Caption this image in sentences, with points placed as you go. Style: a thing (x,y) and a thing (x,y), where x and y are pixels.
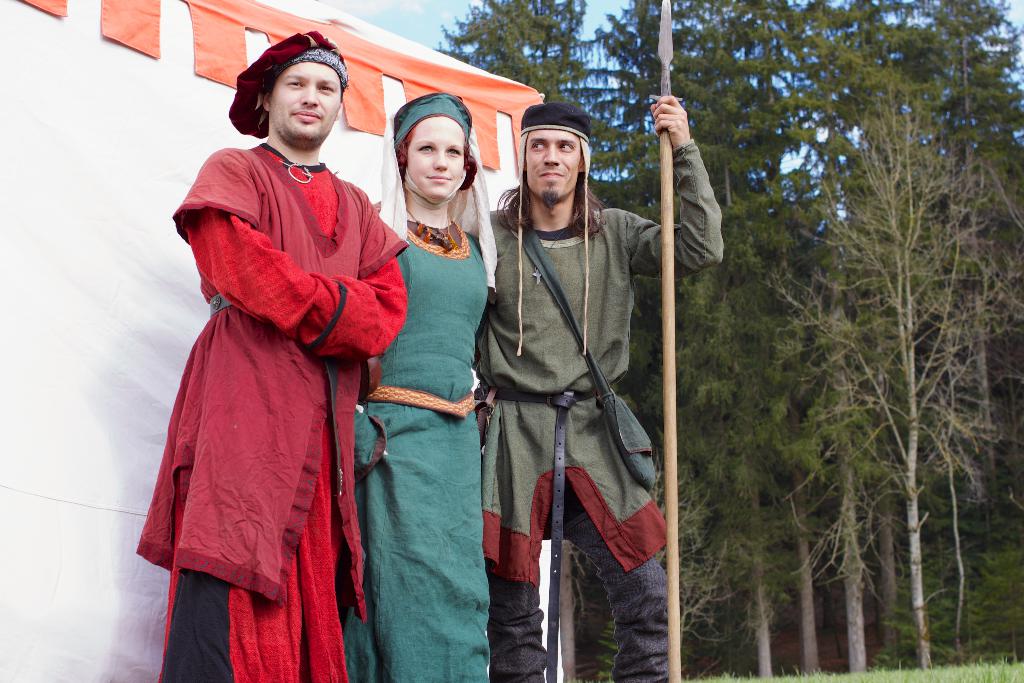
In this picture there are two people (265,298) standing and there is a man (515,659) standing and holding the weapon (664,91). At the back (720,642) there is a tent (80,399) and there are trees (884,286). At the top (403,22) there is sky (387,6). At the bottom (861,674) there is grass (819,680).
